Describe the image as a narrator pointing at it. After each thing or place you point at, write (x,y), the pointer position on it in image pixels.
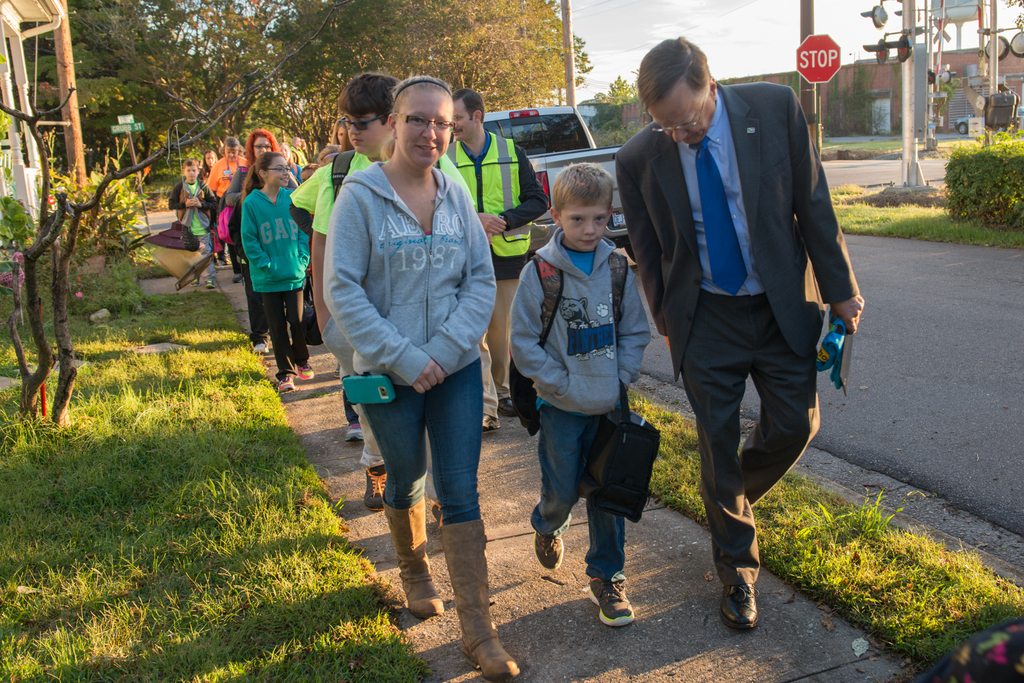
In this image we can see a group of people (586,338) walking on the footpath (512,486). We can also see some vehicles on the road (948,424). On the backside (991,217) we can see some grass (146,361), trees (137,133), a sign board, poles (814,137), plants (977,212) and the sky (703,42) which looks cloudy.
